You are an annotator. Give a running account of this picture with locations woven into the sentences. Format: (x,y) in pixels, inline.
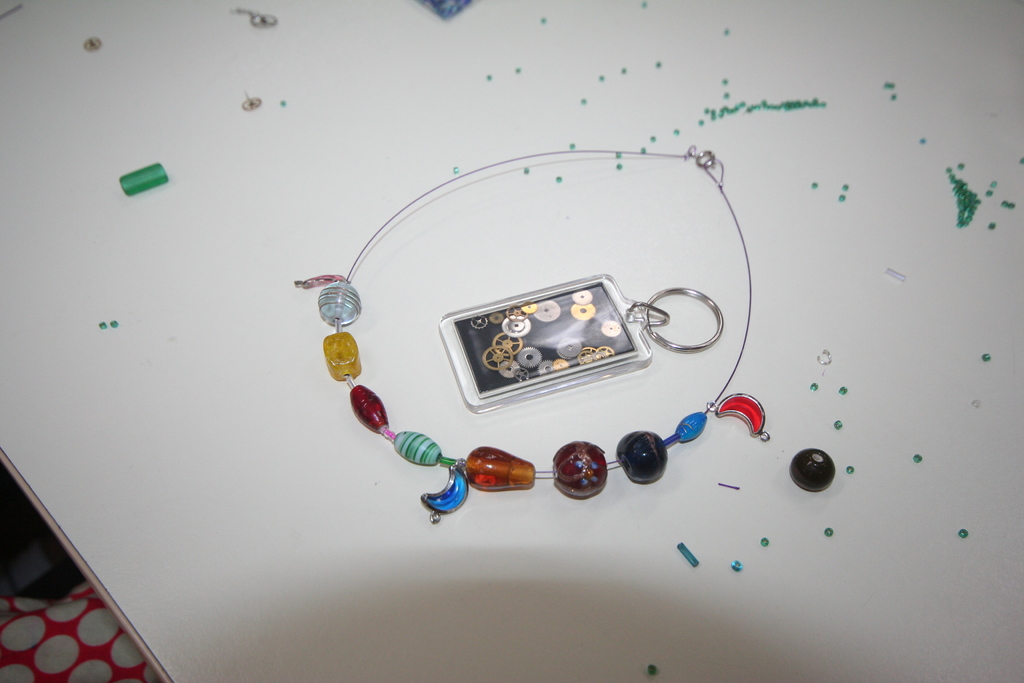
In this image I can see a necklace (335,369) of stones (364,412), beads (409,457) and a keychain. I can see other beads (830,460) and other tiny objects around on a table (150,258).
